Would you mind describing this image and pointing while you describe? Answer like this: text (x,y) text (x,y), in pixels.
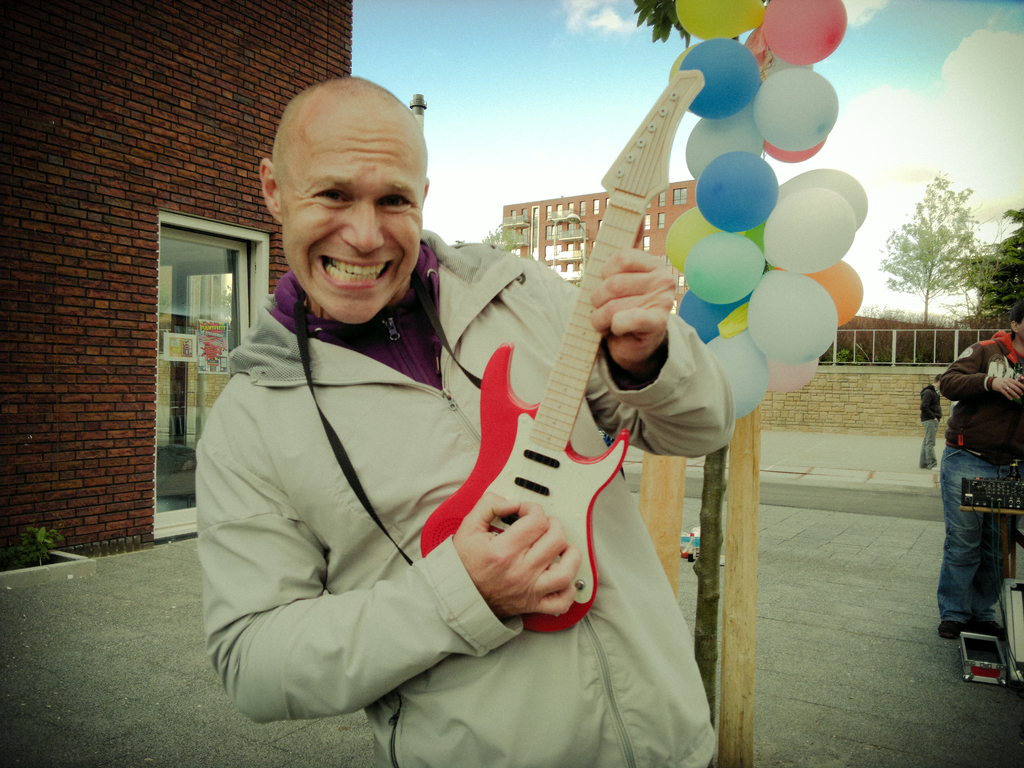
The person (530,577) is playing guitar (570,404) and there are balloons (757,170), buildings (541,207) and two persons (955,369) behind him.
